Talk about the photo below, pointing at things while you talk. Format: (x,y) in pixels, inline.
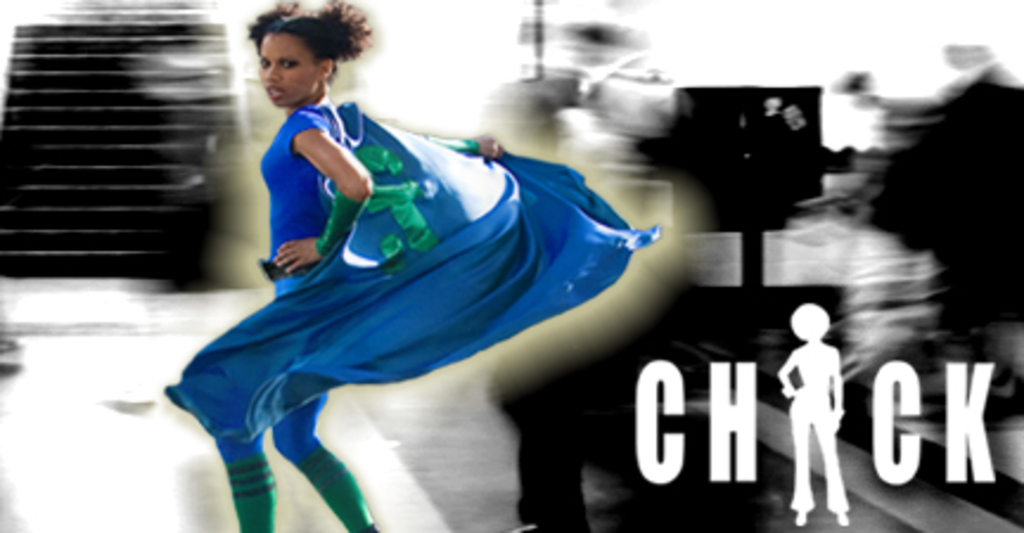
In this image we can see a woman (278,399). On the right side (721,381) we can see some text (979,418). On the left side (58,124) we can see the stairs (143,199). The background of the image (130,357) is blurred.
